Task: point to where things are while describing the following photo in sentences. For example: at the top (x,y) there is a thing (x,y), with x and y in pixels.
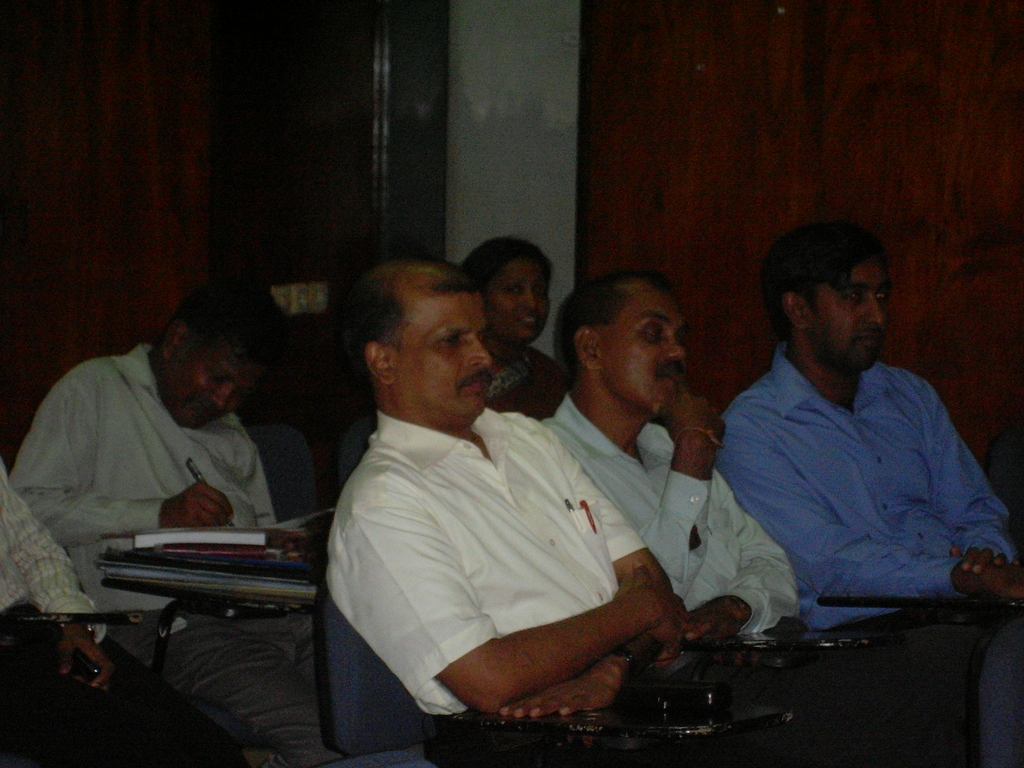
In this image there are group of persons (268,500) sitting. In the left (250,578) there are files (252,563) on the table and there is a man (141,485) writing. In the background (334,171) there is an object (350,149) which is black in colour and there is wall (519,134).
